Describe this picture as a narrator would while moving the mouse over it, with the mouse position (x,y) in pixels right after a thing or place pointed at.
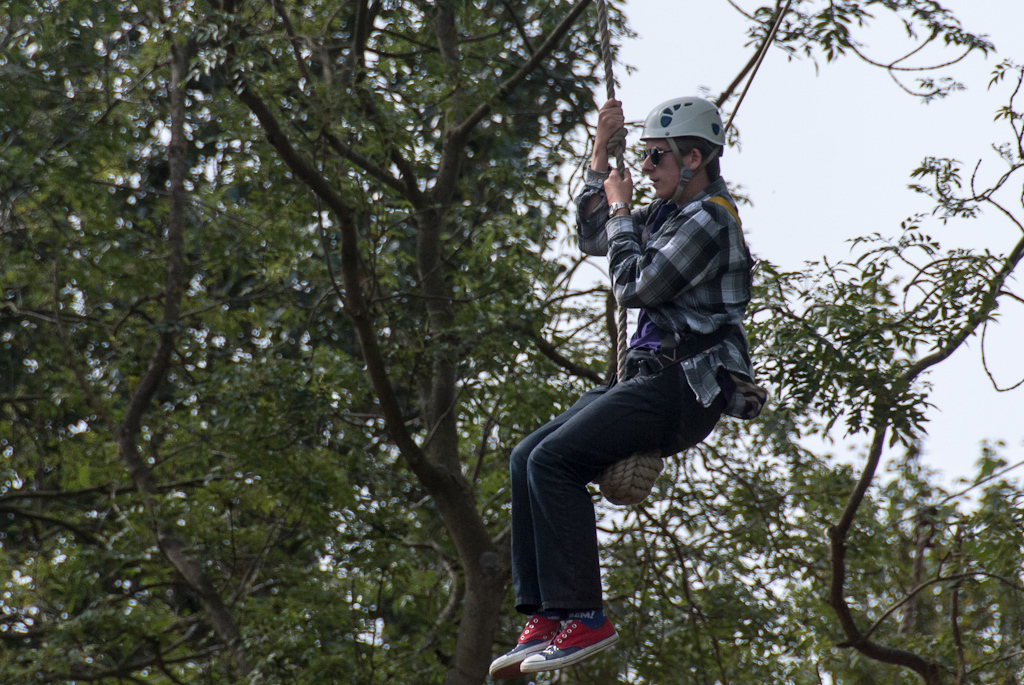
In this picture I can see a man (571,651) hanging to a rope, and in the background (445,396) there are trees (916,533) and the sky (813,92).
